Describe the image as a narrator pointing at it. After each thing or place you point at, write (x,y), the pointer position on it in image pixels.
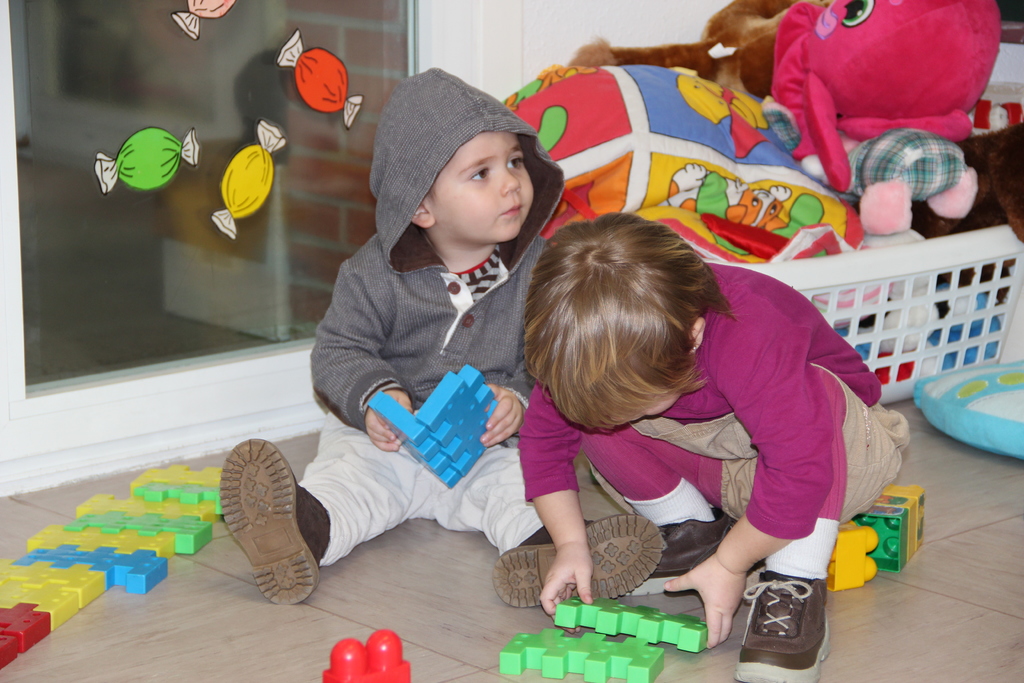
Here is a boy (371,489) holding a toy (440,471) and sitting. These are the kind of puzzles (110,569), which are placed on the floor (424,623). I can see another kid (774,426) sitting in squat position. This looks like a basket (884,307) with toys (856,226) in it. I can see a glass door (97,164) with the painting (197,156) on it.
